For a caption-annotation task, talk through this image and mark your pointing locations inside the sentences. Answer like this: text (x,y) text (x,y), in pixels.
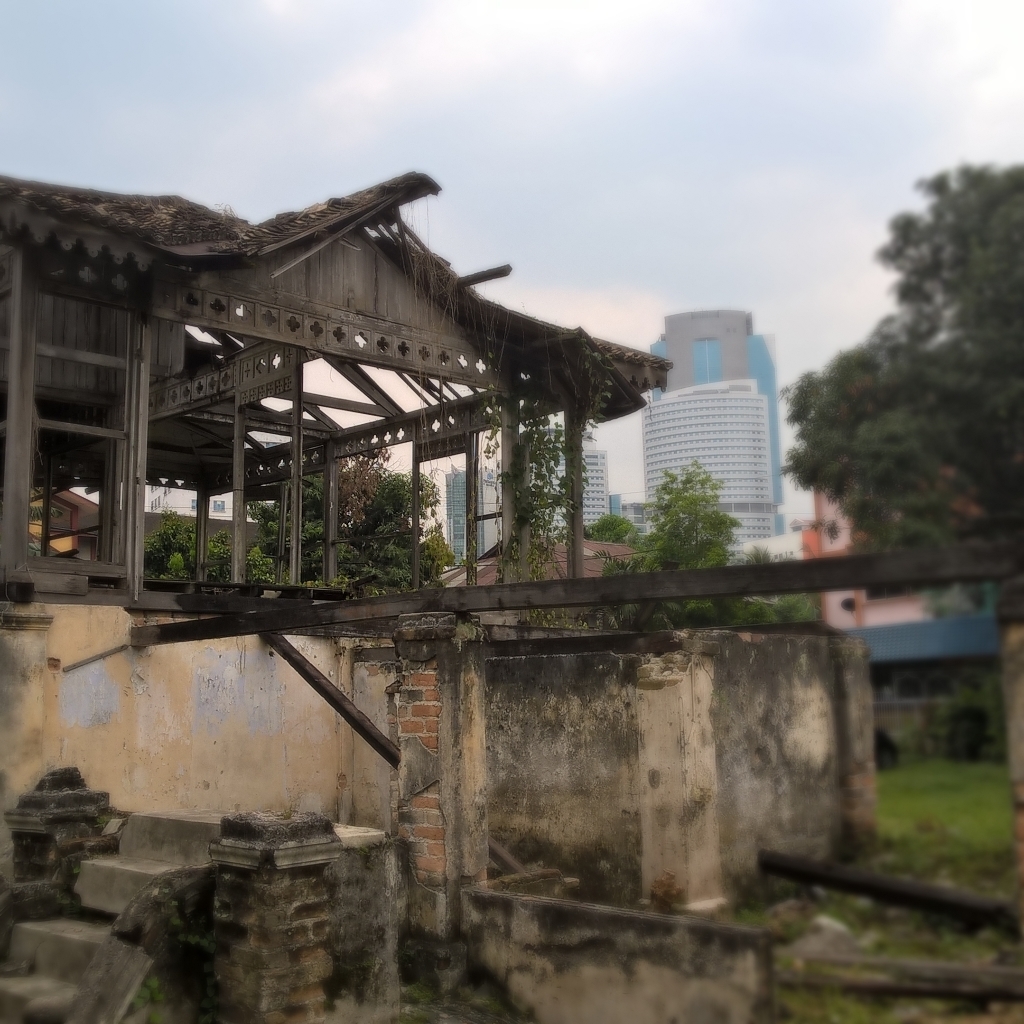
In the image there is a house (179,279) with wooden poles (516,416), roofs (280,238) and also there are creepers (500,403) to the poles (120,513). At the bottom of the image (259,683) there is a brick wall (253,723) and wooden logs (634,583). In the background (704,519) there are trees (365,498) and buildings (453,498).
